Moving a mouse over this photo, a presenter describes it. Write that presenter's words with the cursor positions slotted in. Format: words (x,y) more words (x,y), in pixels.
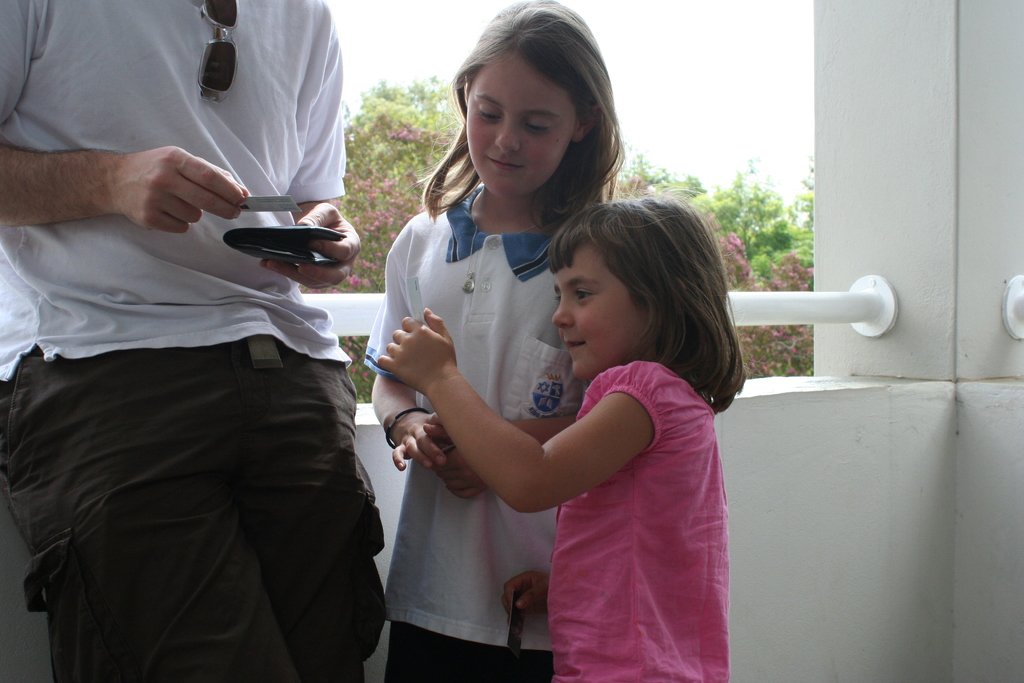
In this image I can see three persons (498,264) and on the left side (162,219) person (223,267) holding a paper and at the top (405,48) I can see the sky (683,64) and tree (381,138) and the person (604,264) standing in front of the wall (845,424) and I can see a rod (812,300) attached to the wall (936,254) in the middle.
